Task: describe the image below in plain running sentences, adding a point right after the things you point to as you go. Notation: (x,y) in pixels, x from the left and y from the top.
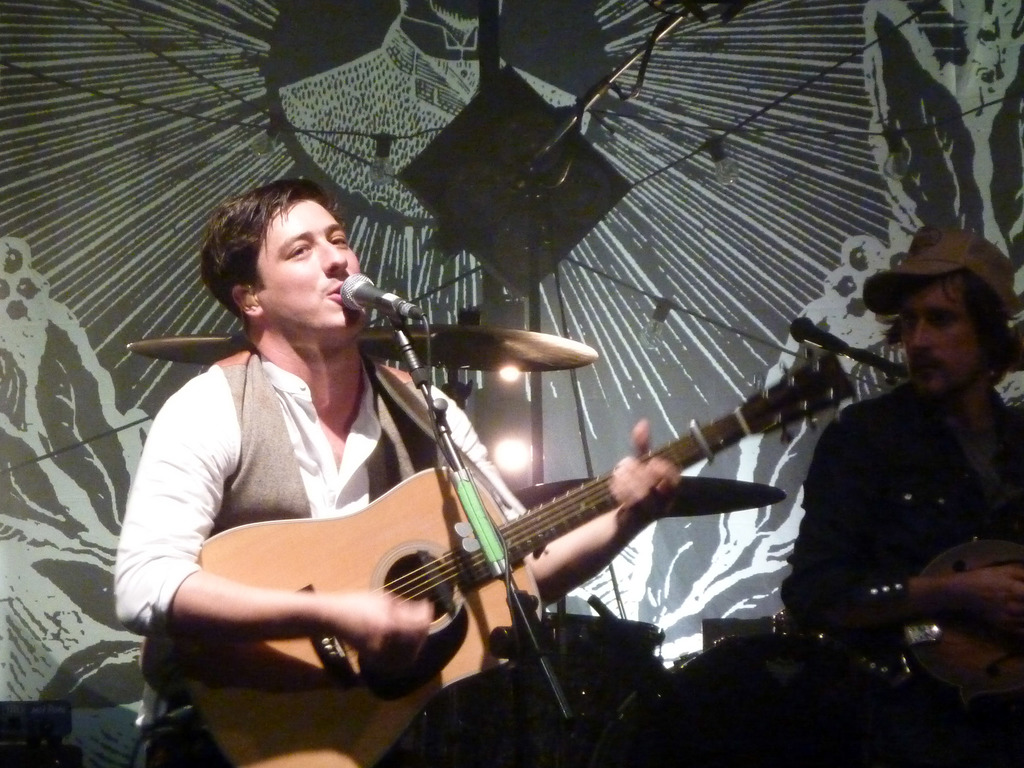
2 people (400,627) are sitting and playing guitar (413,574). behind them there are drums (471,323).
